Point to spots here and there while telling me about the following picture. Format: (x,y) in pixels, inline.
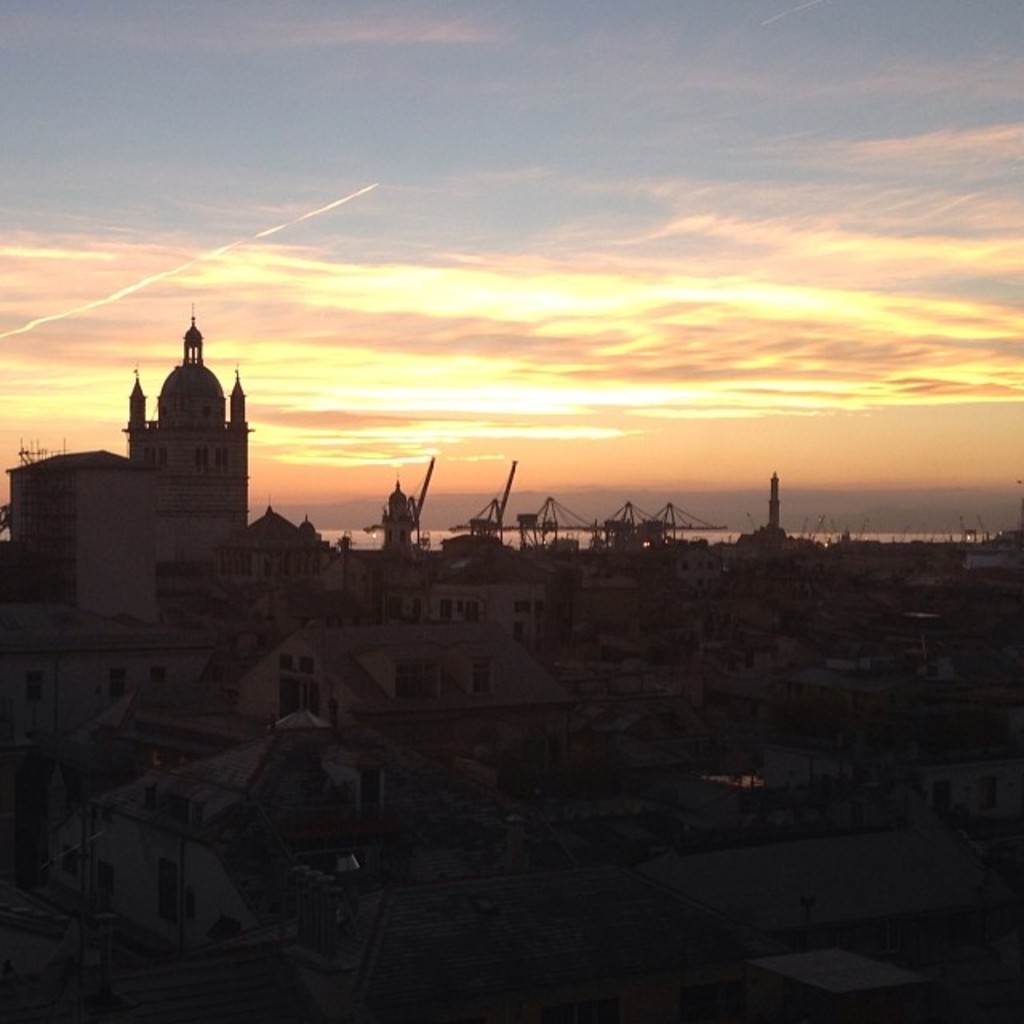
In the picture I can see buildings (462,694). In the background (498,373) I can see the sky (489,386).
